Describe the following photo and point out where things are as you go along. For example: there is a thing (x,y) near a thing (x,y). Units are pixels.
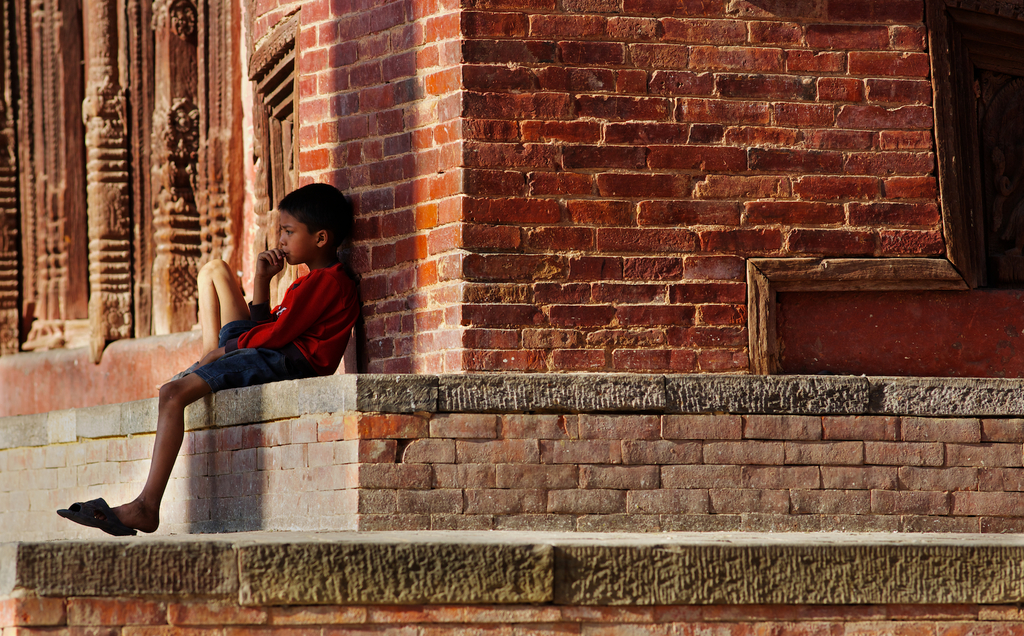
In this image we can see a boy (173,433) sitting on the side of the wall (223,397). He is wearing a red color T-shirt (318,323) and a blue color short (269,369). Here we can see the brick wall (805,183) on the right side (805,203).
